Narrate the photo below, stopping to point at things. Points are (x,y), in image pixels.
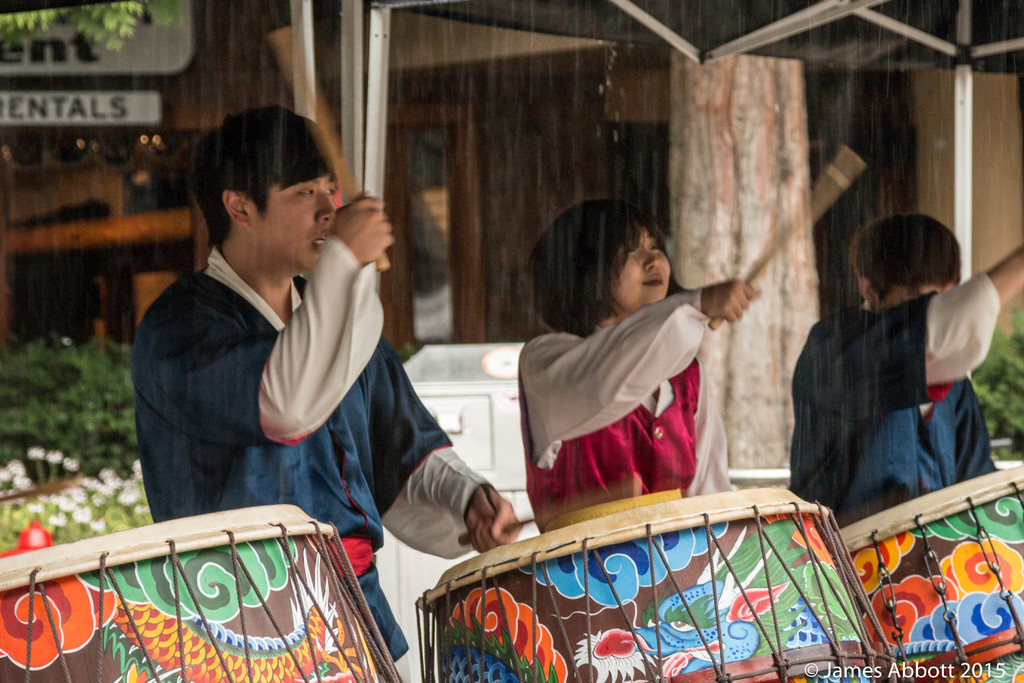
In this image there are 2 man (933,304) standing and beating the drums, another woman (701,432) standing and beating the drums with the drum sticks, and in back ground (1,532) there is plants (84,518), flowers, tree (701,70), name board (175,41), building (403,99).
